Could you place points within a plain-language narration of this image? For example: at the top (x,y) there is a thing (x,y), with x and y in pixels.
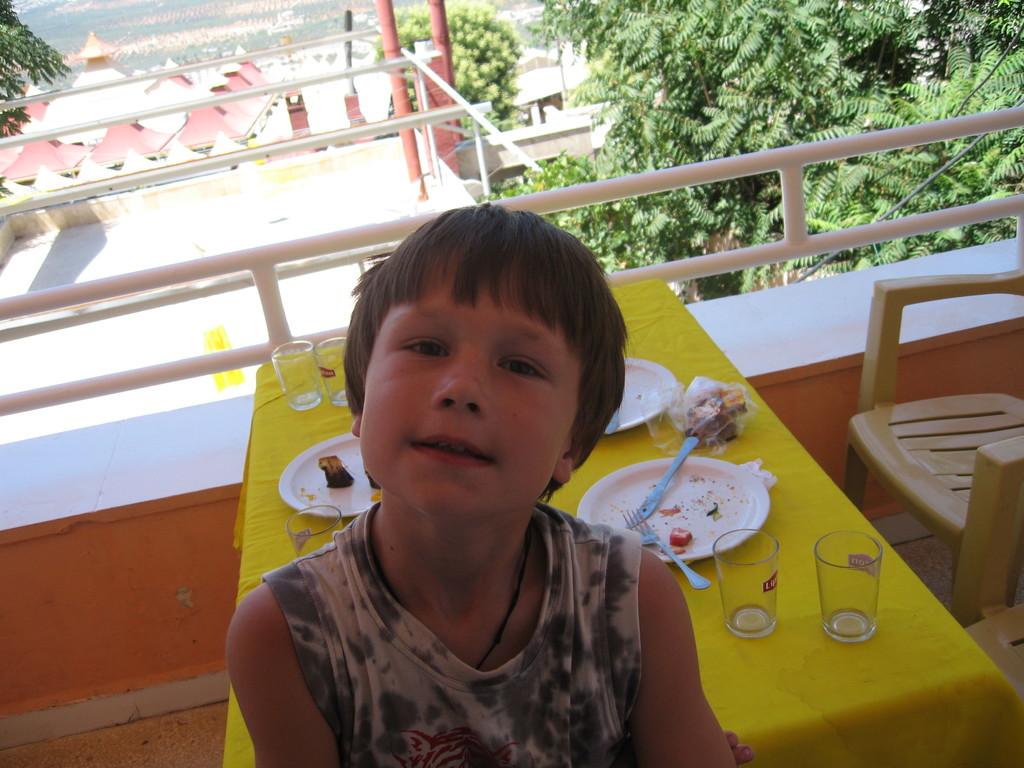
In the foreground of this image (463,592), there is a boy (441,513) and behind him there is a table (792,648) on which platter (700,509), knife (642,515), forks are on it. Beside the table (772,672) there are two chairs (946,494). In the background (782,82), there are trees (642,49) and the buildings (121,103).
